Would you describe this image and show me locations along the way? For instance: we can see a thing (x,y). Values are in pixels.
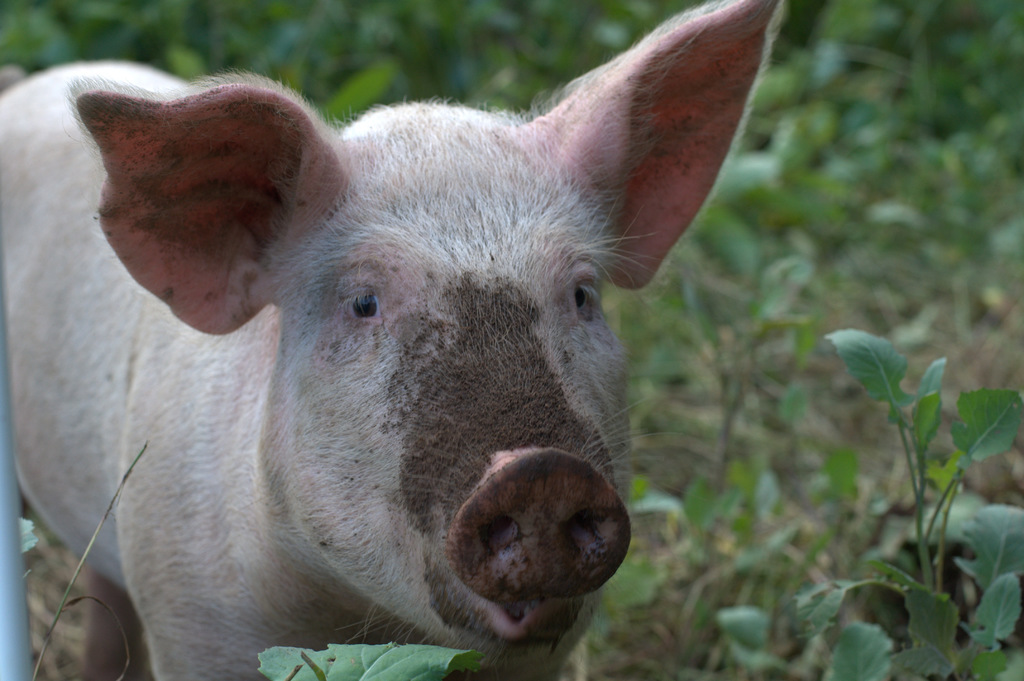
In this picture we can see a pig (376,480) is standing in the front (493,537), in the background (427,44) there are some plants (464,64).
